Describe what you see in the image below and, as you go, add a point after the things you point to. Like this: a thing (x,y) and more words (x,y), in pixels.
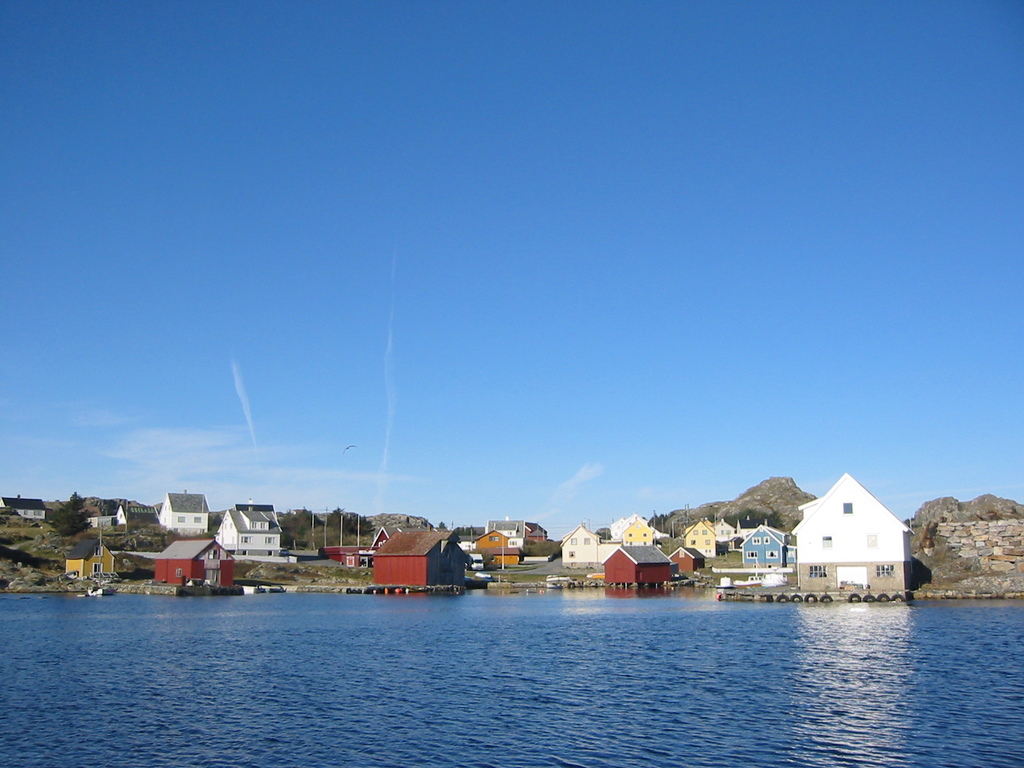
In this image at the bottom (555,702) there is a river (664,701) and in the background (624,536) there are some houses (89,574) and mountains (40,538), at the top of the image (425,245) there is sky (275,297).
